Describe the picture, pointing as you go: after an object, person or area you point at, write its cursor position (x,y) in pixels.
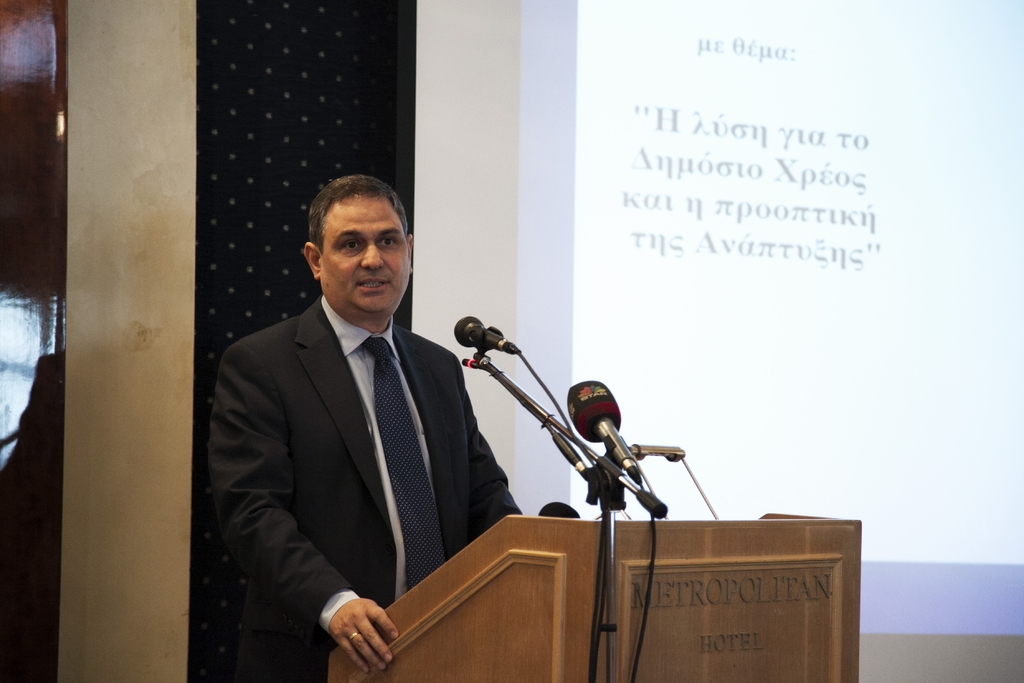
In this image we can see a man (348,550) standing near the podium (629,595) and there are mics (588,413) near the podium (631,525), there is a presentation screen (598,170), wall (160,221) and a door (42,490) in the background (76,242).
